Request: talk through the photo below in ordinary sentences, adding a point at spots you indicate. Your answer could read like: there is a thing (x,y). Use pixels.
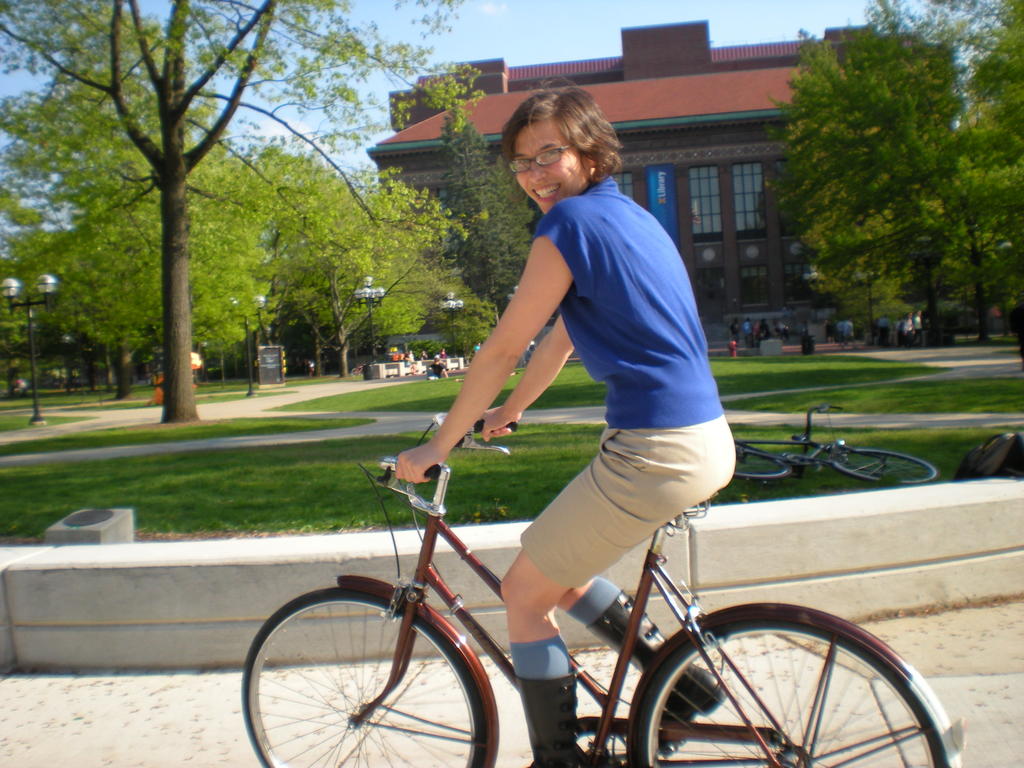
Here is a woman (565,563) sitting and riding a bicycle (764,613). At background (689,192) I can see a building (681,93) and trees (282,203). I can find another bicycles (796,459) in the grass (823,487). This looks like a street light (30,320). I can see few people (747,319) standing at the background (436,362).
